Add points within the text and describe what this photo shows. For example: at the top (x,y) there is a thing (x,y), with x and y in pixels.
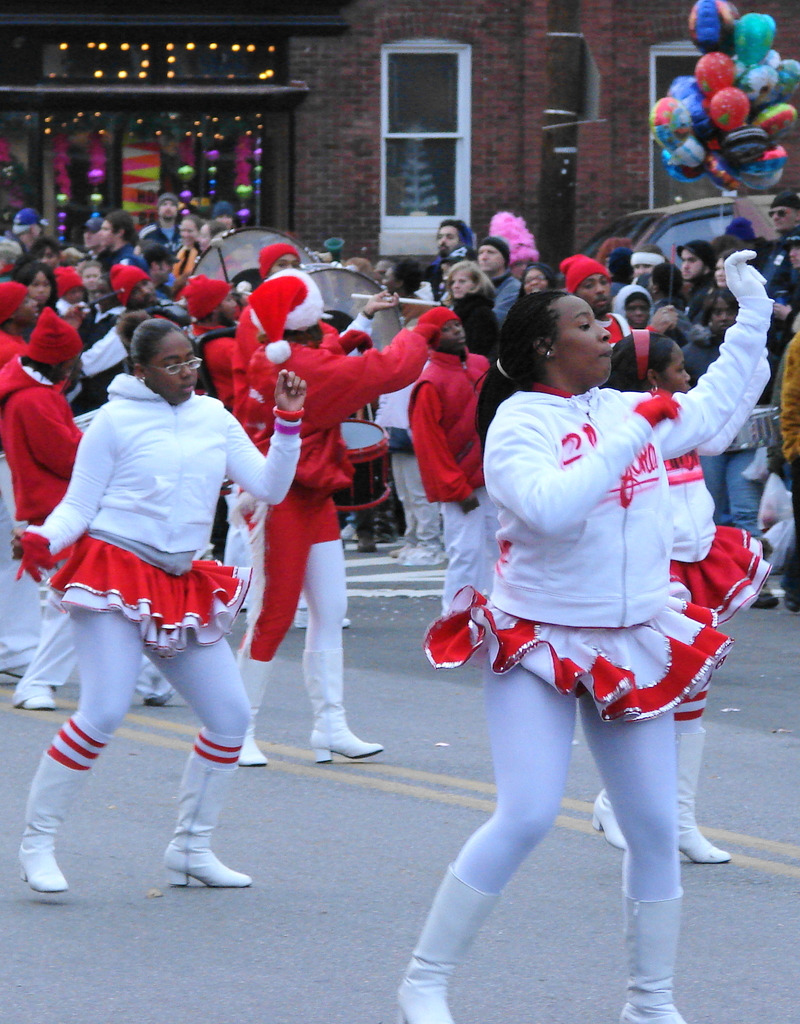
In this picture I can see group of people (435,452) are standing on the road (393,844). Some people (267,330) are wearing caps (273,339). In the background (727,116) I can see building (497,159), balloons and vehicle (684,227).
